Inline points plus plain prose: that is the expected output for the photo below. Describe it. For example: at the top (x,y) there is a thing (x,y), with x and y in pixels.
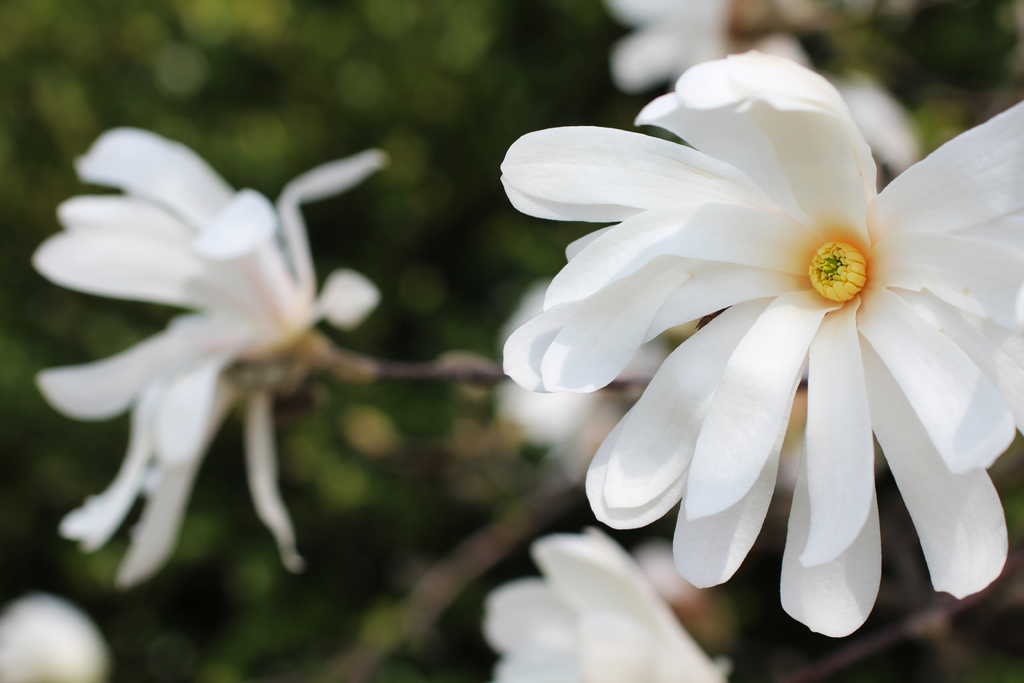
There is a white color flower (805,281) on the right side of the image (911,358) and there are flowers (199,301) and greenery (406,421) in the background area (303,398).
